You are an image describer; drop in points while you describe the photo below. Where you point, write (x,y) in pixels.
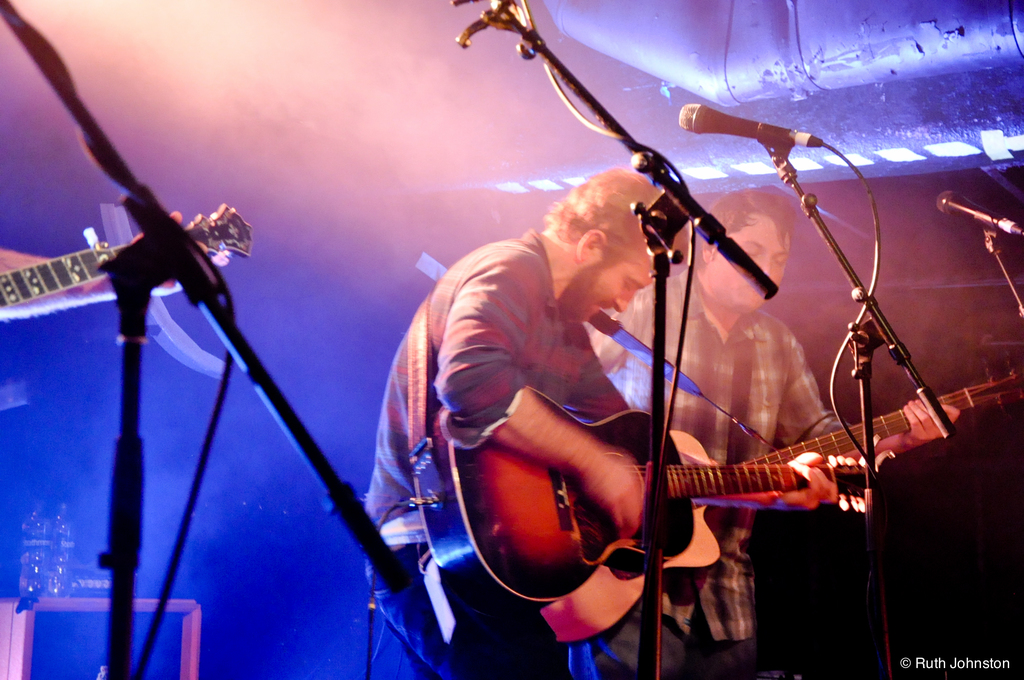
In this picture we can see two persons (592,351) standing holding guitar (810,444) in their hands (606,490) and playing it and in front of them we have mics (691,120) and in the background (77,652) we can see two bottles (60,564), box (100,603), lights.
